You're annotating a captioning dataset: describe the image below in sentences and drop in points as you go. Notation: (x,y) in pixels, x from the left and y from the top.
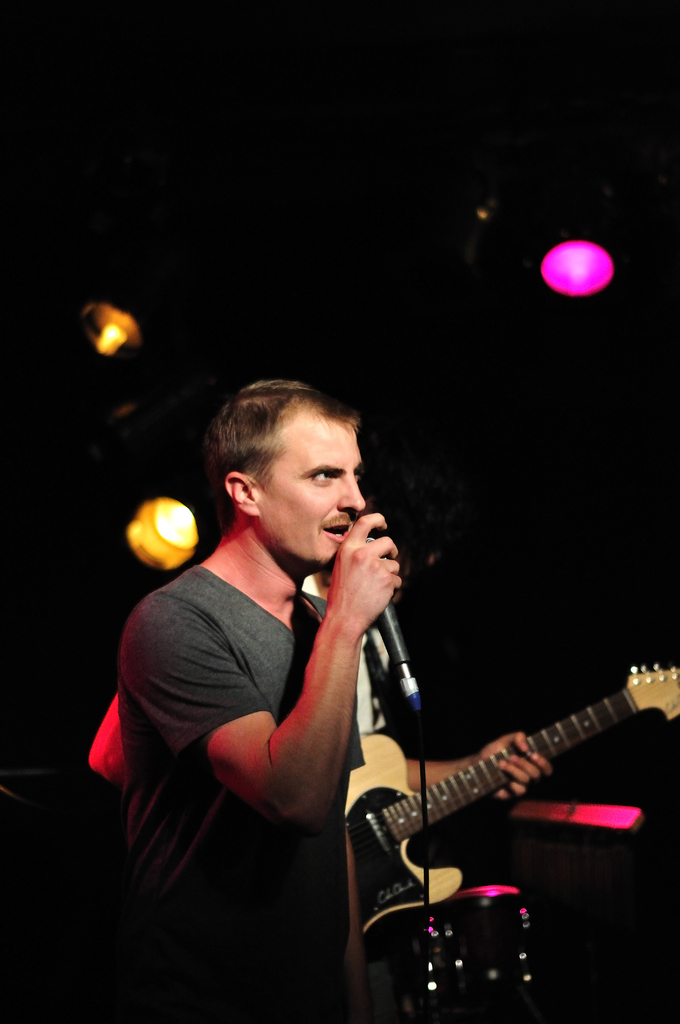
This looks like a musical concert. There are lights (592,242) in this image. The pink light (554,277) is placed right side and yellow lights (116,341) are placed left side (125,336). A man (230,517) is standing in the middle (235,421) holding a mic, a person (325,596) behind him is holding guitar (550,742). He is wearing grey color t-shirt (222,833).
